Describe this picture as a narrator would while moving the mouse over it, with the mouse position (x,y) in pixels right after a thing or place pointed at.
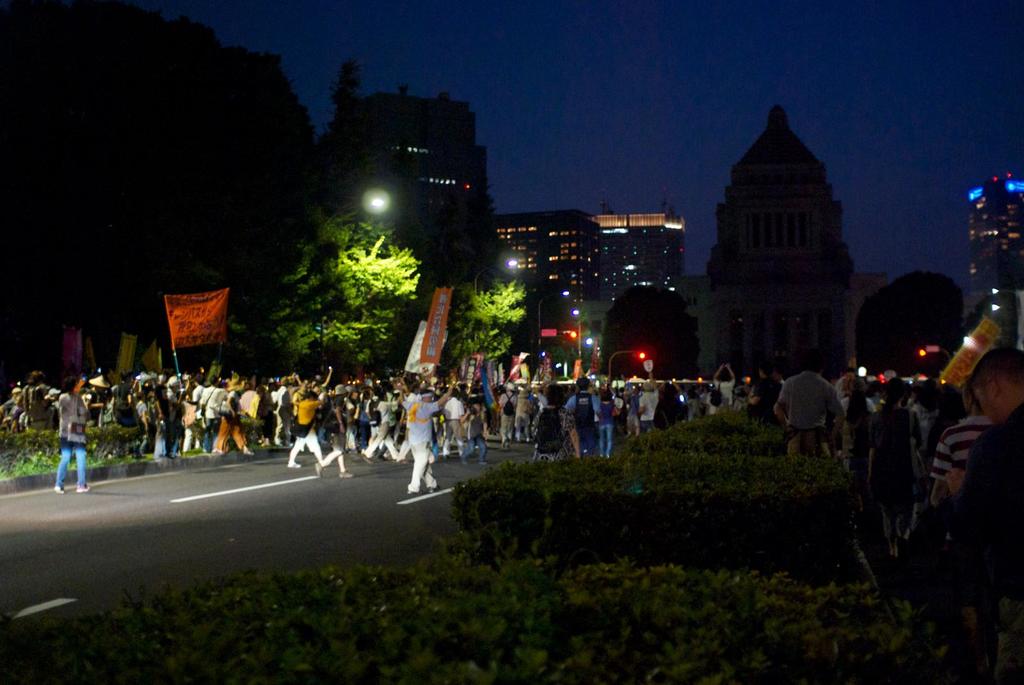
In this image in the front (641,488) there are plants (559,572) and in the background (900,476) there are persons (79,417) walking and there are persons (238,399) holding banners (424,363) with some text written on it and there are trees (674,336), buildings (713,345) and there are light poles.
